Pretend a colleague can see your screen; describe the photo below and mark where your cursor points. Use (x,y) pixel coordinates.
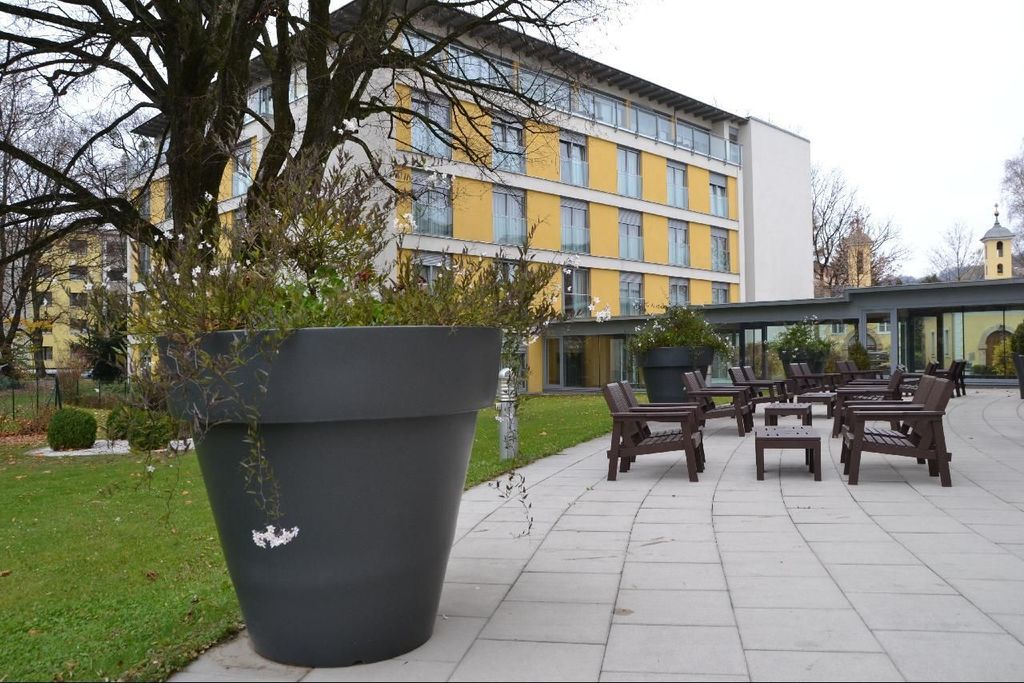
A plant pot (330,335) at a garden (502,329) beside a building (774,245).
